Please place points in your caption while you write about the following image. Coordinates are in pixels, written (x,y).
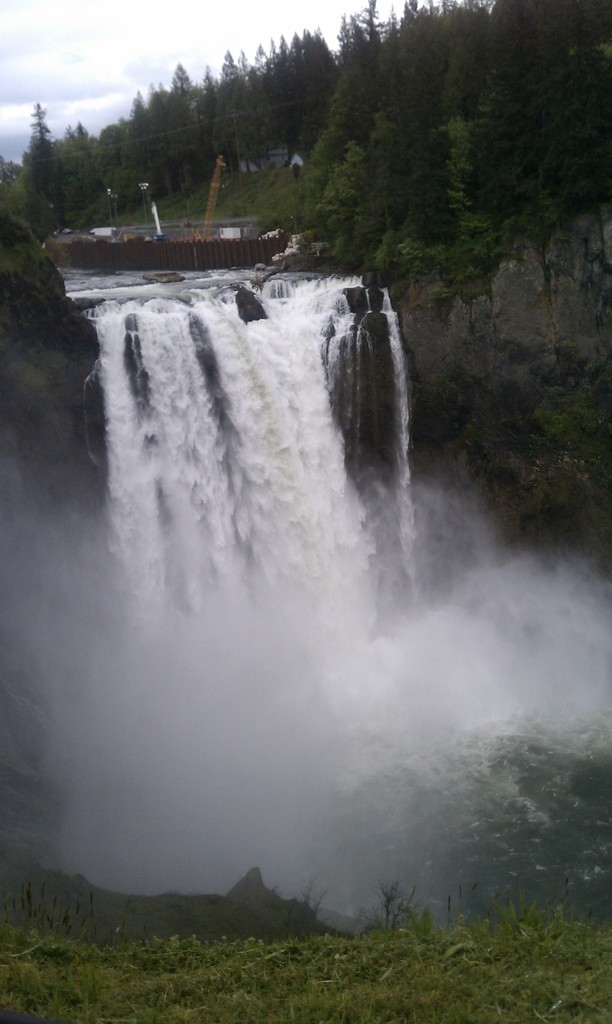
This is the picture of a waterfall (369,573). In this image there is a waterfall (237,369). At the back (155,207) there is a crane (215,193) and there are poles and there is a building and there are trees (519,121). At the top (18,69) there are clouds (202,68). At the bottom (522,740) there is water (397,774) and there is grass (403,958).
